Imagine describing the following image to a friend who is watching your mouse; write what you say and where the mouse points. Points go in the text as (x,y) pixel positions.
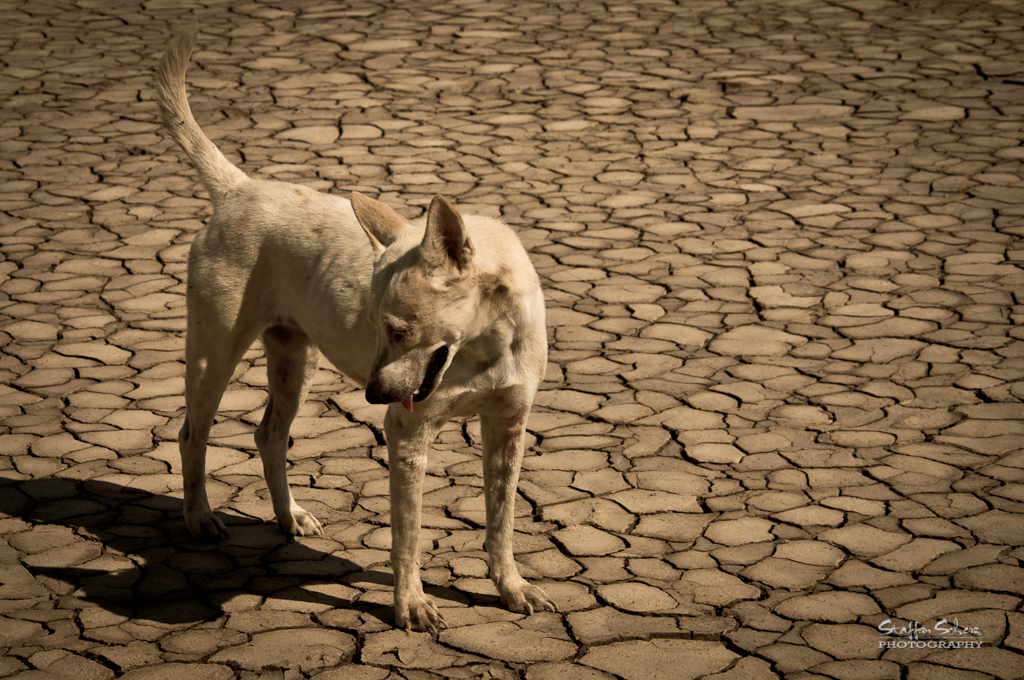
In the picture there is a drought land (451,132) and on the land (130,248) there is a dog (405,381).
